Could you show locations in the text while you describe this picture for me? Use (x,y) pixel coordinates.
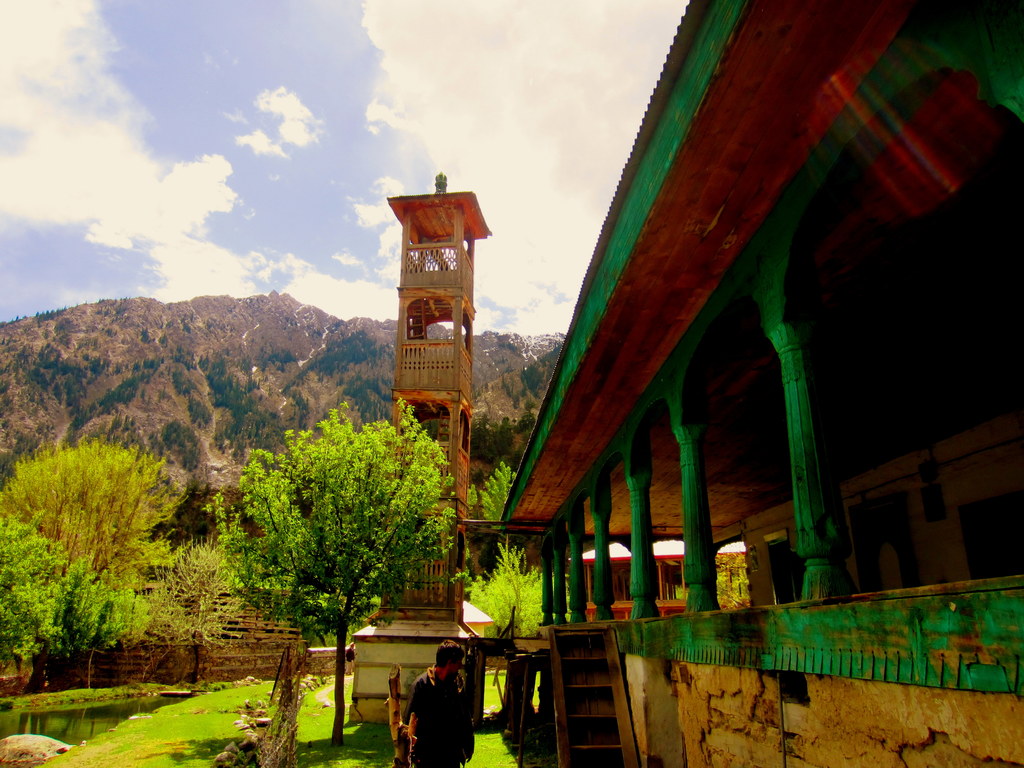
There is one man (466,695) standing at the bottom of this image (437,702), Some trees (310,592) are present on the left side of this image (224,554), and there is a house (736,475) on the right side of this image (719,505). We can see a tower (426,391) and a mountain (301,362) in the middle of this image (428,375). There is a cloudy sky (431,153) at the top of this image (431,128).
